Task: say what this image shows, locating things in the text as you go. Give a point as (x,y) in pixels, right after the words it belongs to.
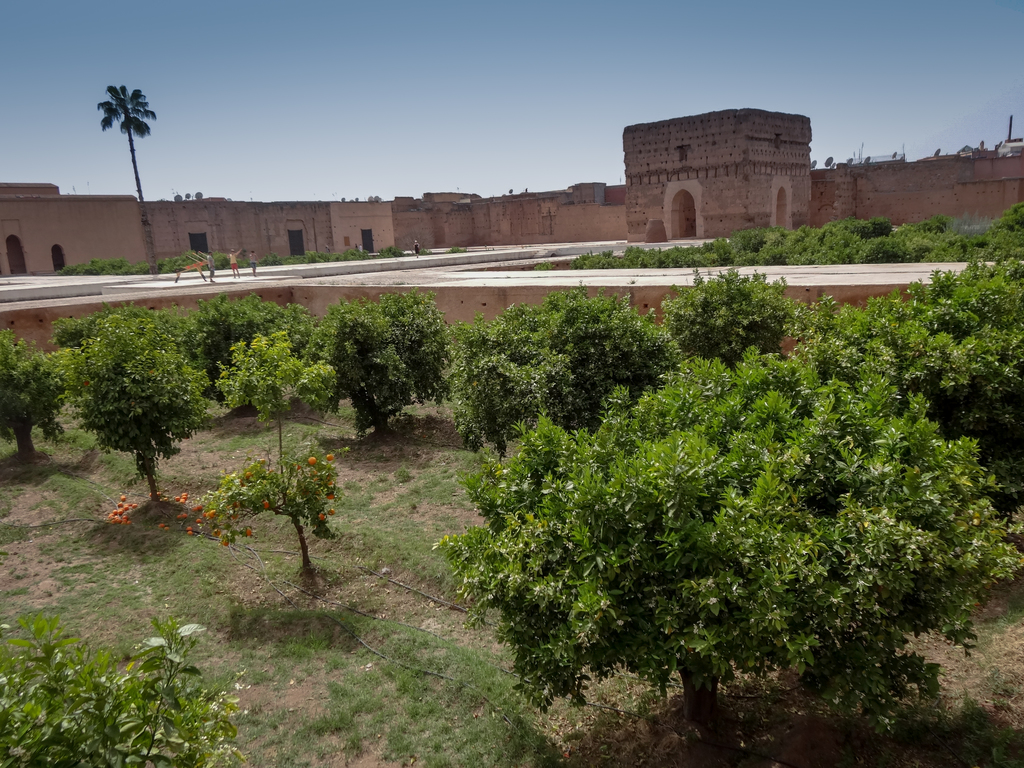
In this image there are trees (775,355) and a path (594,271), in the background (926,169) there are buildings (530,193) and a sky (522,96).
